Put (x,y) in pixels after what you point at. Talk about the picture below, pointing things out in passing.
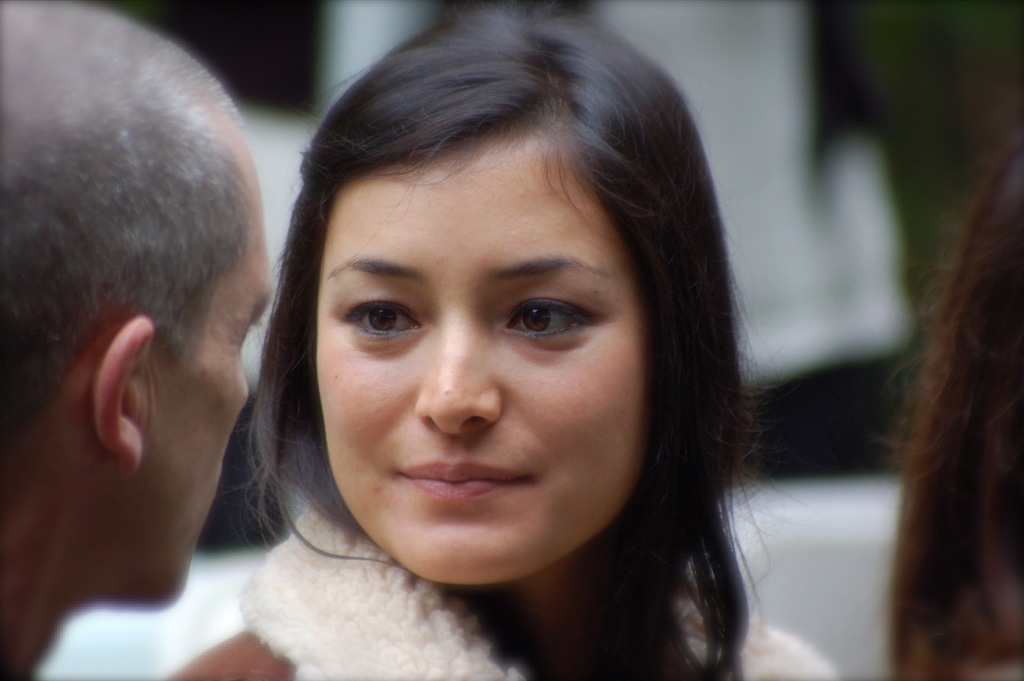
In this image, there are two persons (471,260) looking at each other on the blur background.
